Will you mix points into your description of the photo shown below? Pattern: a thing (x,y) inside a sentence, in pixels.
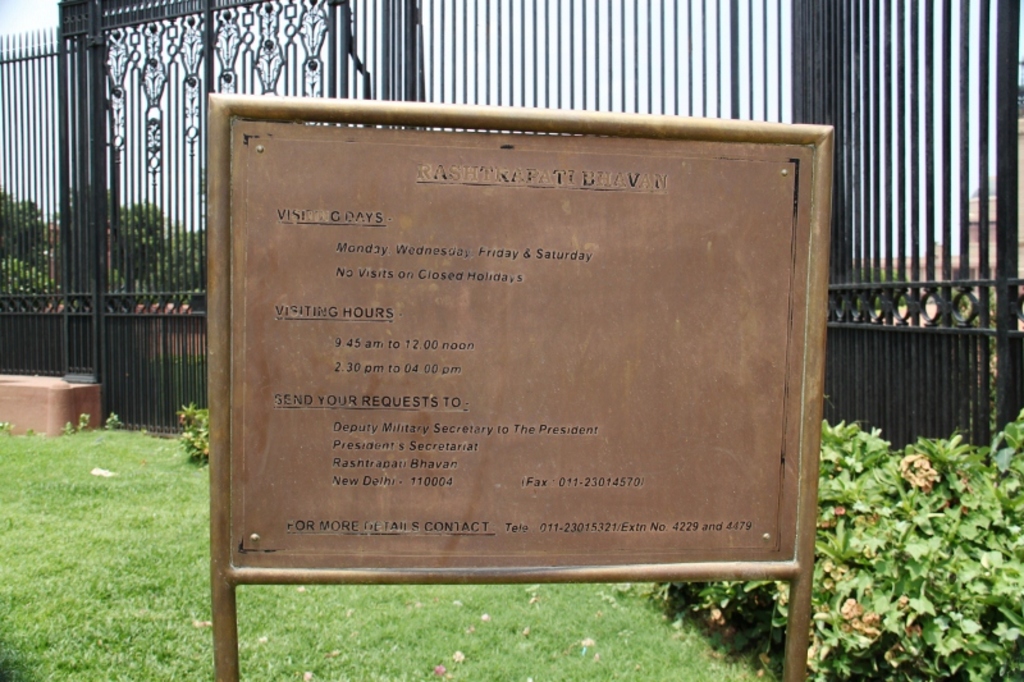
In this image I can see a board (473,370) on which something written on it. In the background (277,80) I can see a fence (146,83), plants (864,547), the grass (192,551), trees (144,263) and the sky (152,186).
